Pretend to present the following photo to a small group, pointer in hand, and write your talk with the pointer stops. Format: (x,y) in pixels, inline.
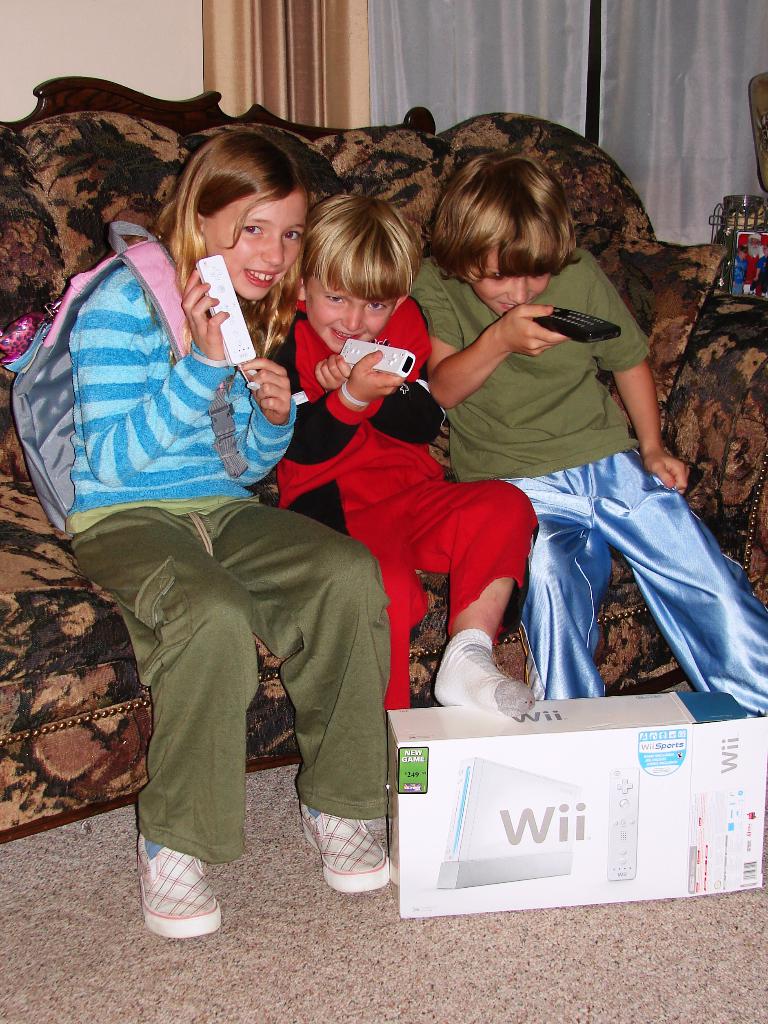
In this picture we can see three kids (286,457) sitting on the sofa (69,630) and holding the remote (604,329) in the hand (322,379), smiling and giving a pose to the camera. In the front (517,812) there is a Wii box (564,845). In the background (557,65) there is a white curtain (494,69).
